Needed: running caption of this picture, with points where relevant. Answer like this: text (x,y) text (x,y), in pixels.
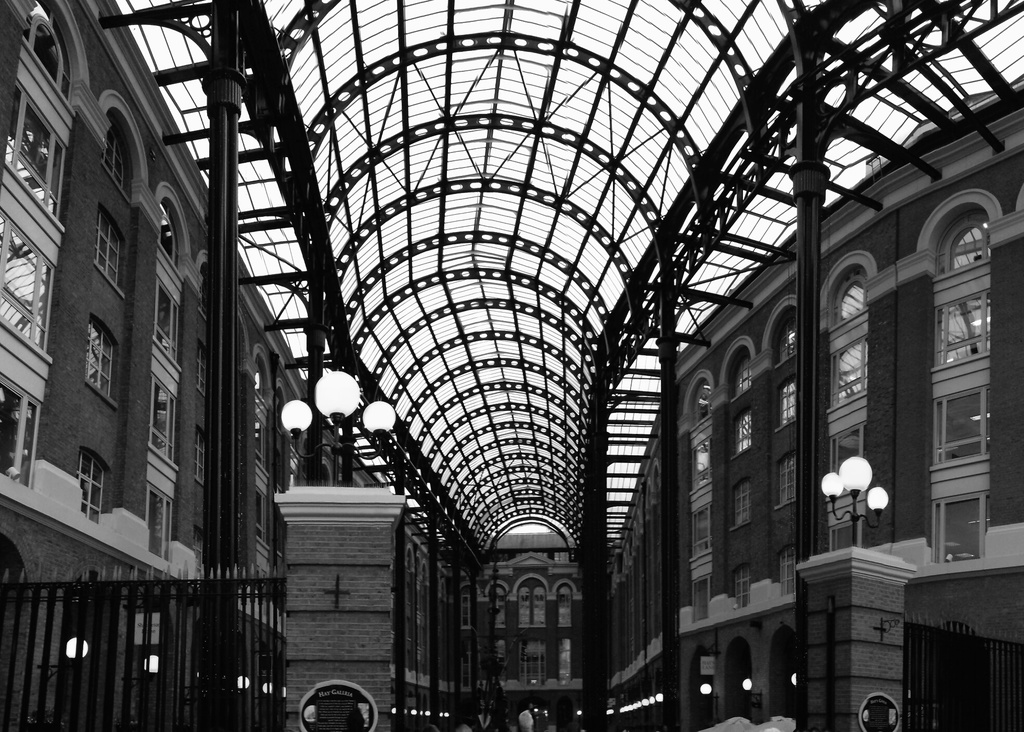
In the image we can see black and white picture of the building (97,443) and the windows (156,418) of the building (268,420). Here we can see the fence (178,658), lights (296,406) and the roof (383,313).
